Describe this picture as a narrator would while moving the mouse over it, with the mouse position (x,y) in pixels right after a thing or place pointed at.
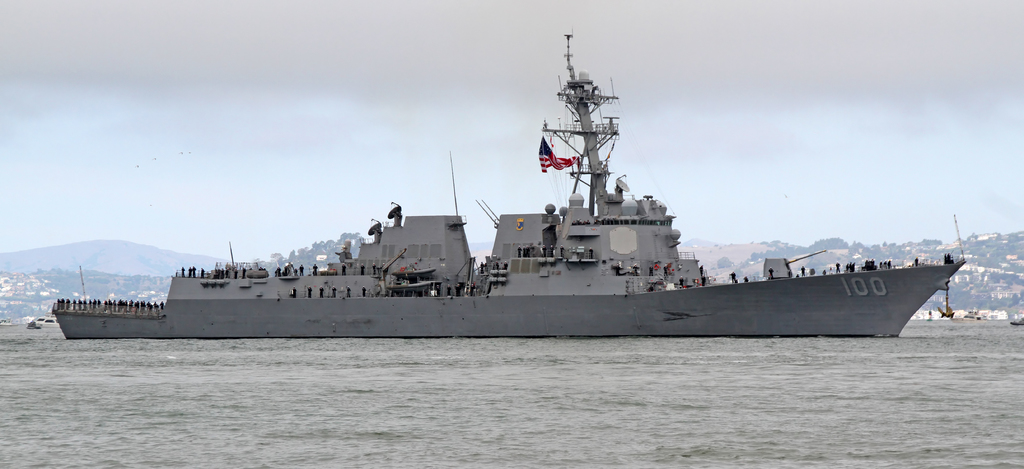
In this image in the front (438,382) there is water (516,389). In the center (344,311) there is a ship (315,316) and on the ship (590,291) there are persons (344,267), there are antennas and there is a tower (587,125) and there is a flag (562,158). In the background (92,288) there are trees (1016,239), buildings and mountains (129,277) and the sky (662,75) is cloudy.
